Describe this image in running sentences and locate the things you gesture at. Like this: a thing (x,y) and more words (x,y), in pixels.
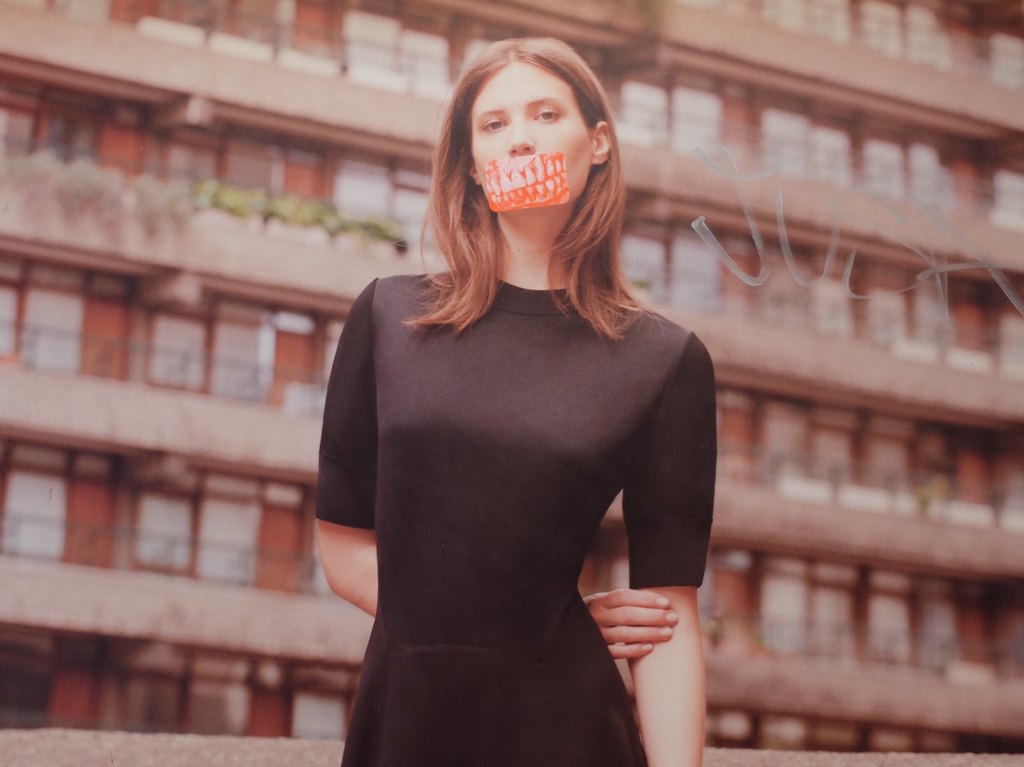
This image consists of a woman (602,232) wearing black dress (556,544). And there is a sticker (533,184) on her mouth (530,199). In the background (219,585), there is a building (763,429).
